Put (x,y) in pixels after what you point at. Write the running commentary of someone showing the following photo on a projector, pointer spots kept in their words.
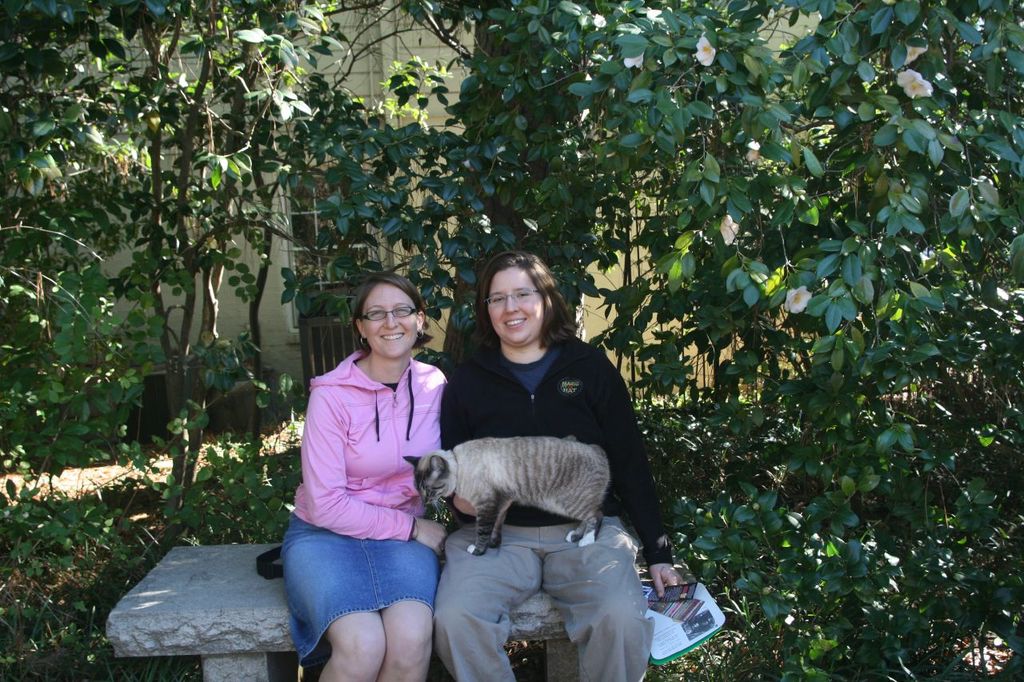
In this picture we can see two women (380,390) are seated on the bench (171,581), and the right side woman (558,538) is holding some papers (684,614) in her hand (669,582) and a cat (550,496). In the background (270,310) we can see couple of trees (428,196) and a building (270,290).
